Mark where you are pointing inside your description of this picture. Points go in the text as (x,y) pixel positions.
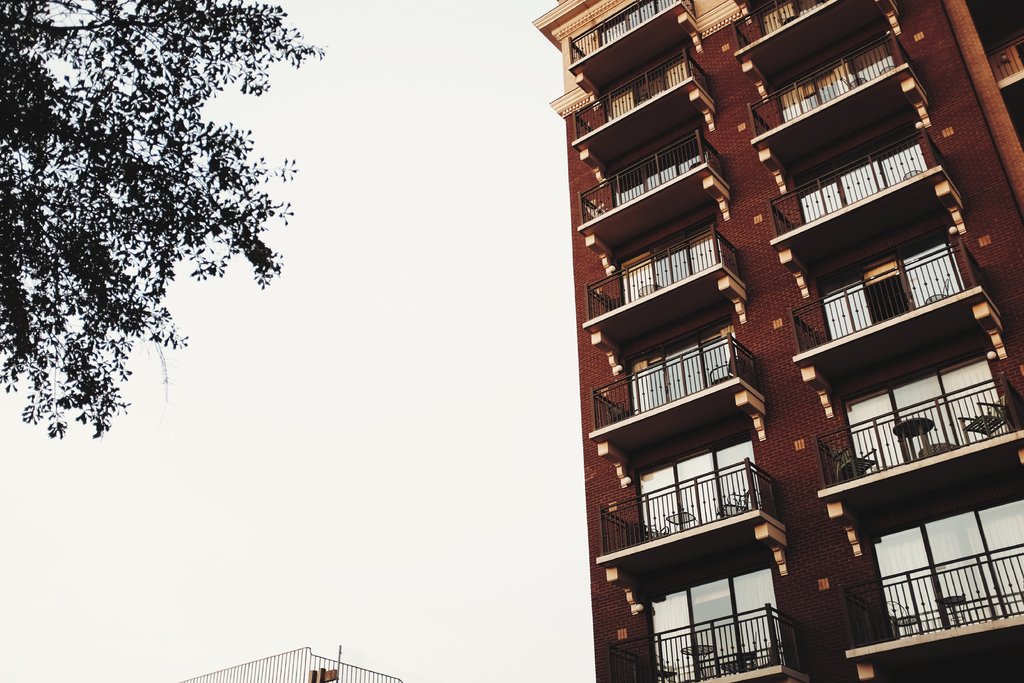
In this picture I can see a tall building (747,199) and I can see metal fence (299,661) and a tree (198,220) in the left side (208,106) and I can see cloudy sky (333,319).
